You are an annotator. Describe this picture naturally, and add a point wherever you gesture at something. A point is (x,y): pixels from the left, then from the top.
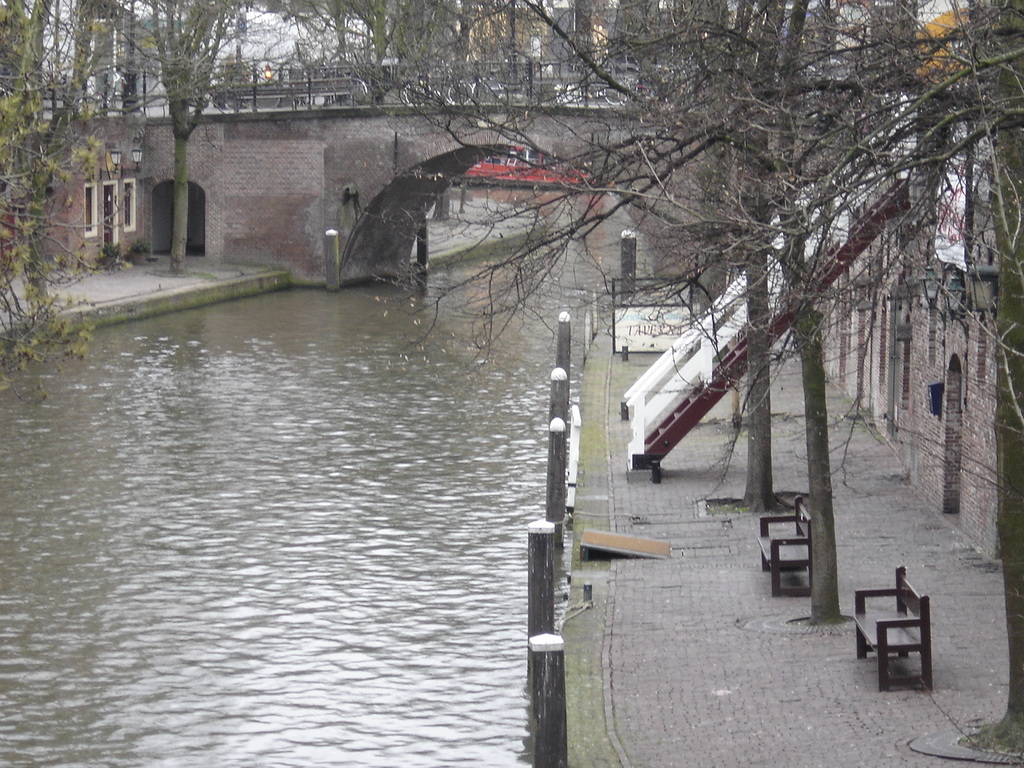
In this image it seems like it is a lake (391,424) in the middle (427,499). On the lake (413,527) there is a bridge (437,143). On the right side (694,552) there is a footpath (660,558) on which there are trees (814,427), benches (890,625) and some poles (557,690). There are trees (323,64) around the bridge (337,146).
